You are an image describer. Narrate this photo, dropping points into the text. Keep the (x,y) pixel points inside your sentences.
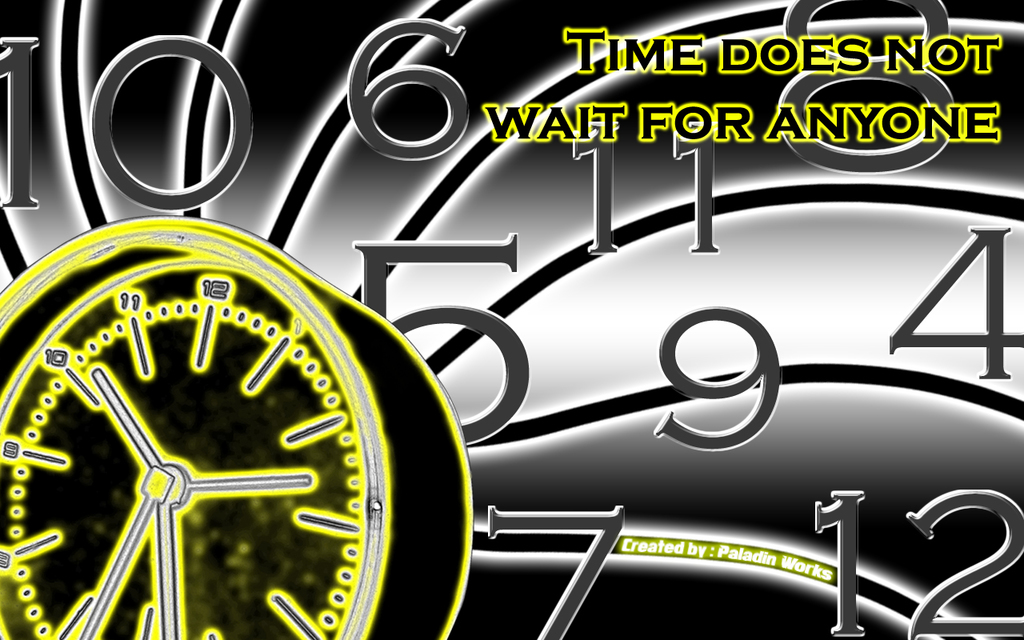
In the picture we can see a poster (369,396) with an animated picture (368,347) of a watch (385,603) and behind it, we can see numbers (482,320) and a name (537,123) on the top of it as "Time doesn't wait for anyone".
